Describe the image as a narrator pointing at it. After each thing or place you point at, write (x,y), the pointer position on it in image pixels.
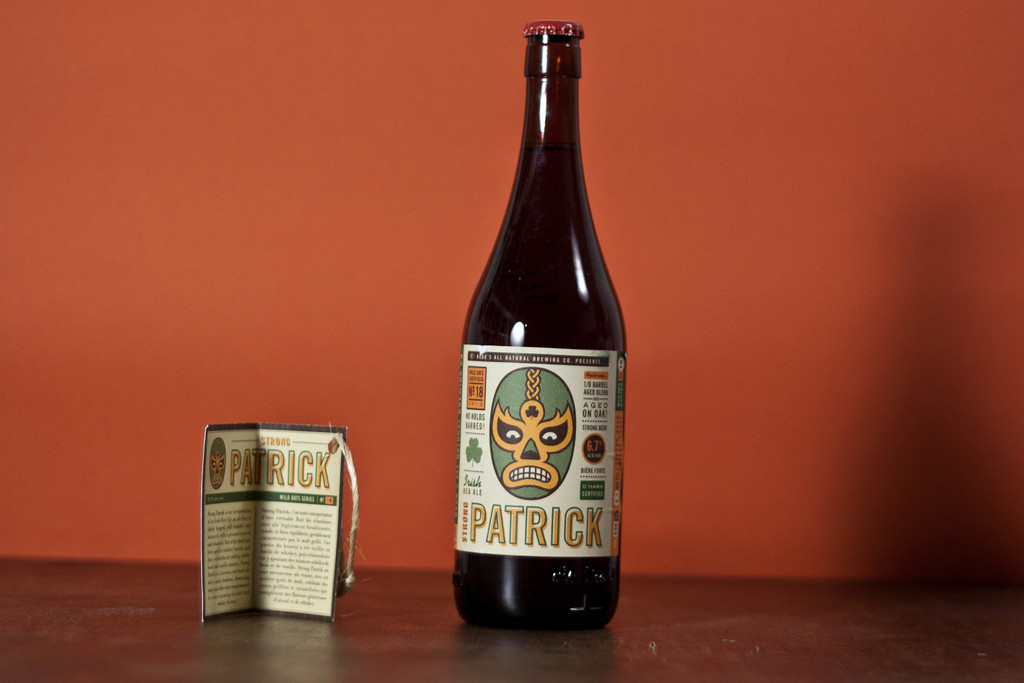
In this image, we can see a bottle (516,330) and a card (245,563) on the surface (513,679), we can see the wall (403,186).
